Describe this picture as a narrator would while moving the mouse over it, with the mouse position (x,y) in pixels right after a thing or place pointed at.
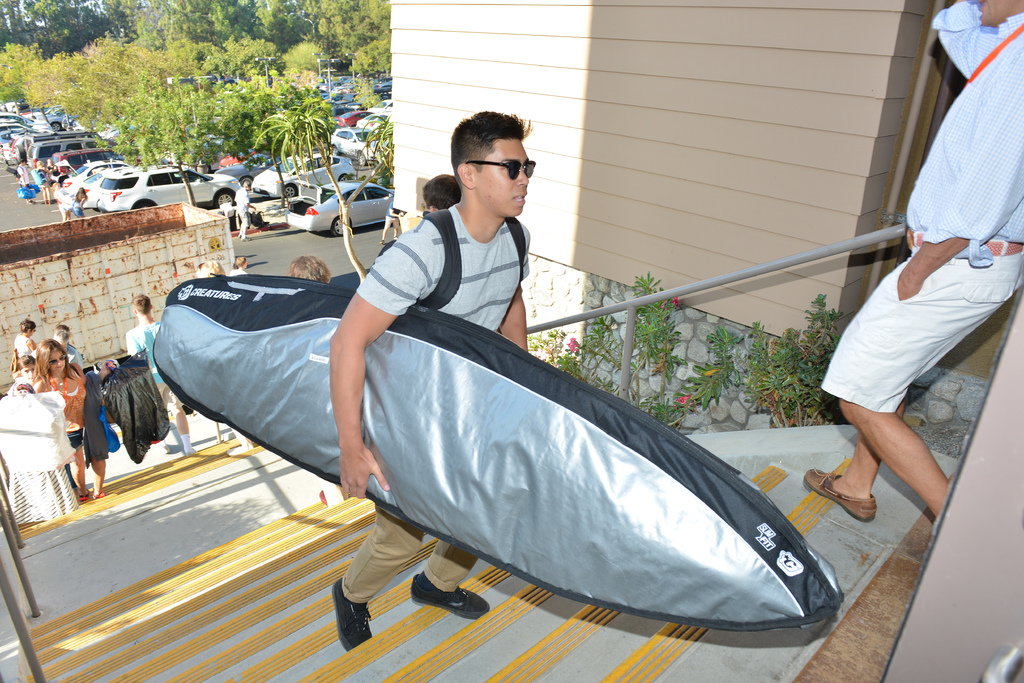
Few persons (497,195) are walking and holding objects (494,359). We can see wall (645,384), plants (702,382), steps (209,494). On the background (209,107) we can see trees (168,99), vehicles (69,144) on the road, persons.
